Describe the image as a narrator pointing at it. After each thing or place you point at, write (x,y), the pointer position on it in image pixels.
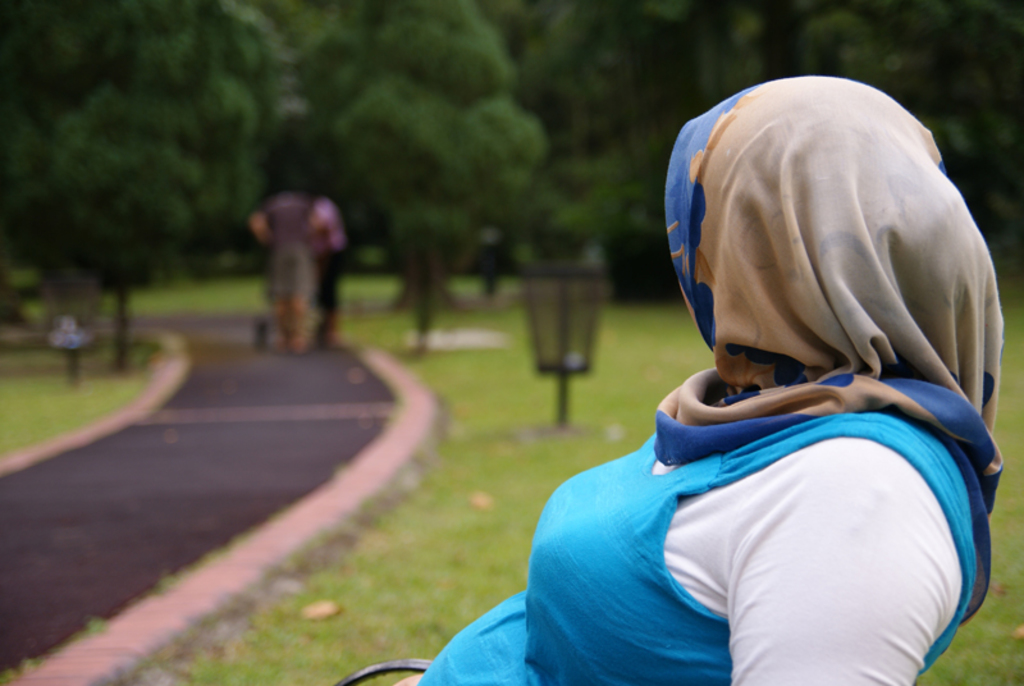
In this picture we can observe a woman (748,506) wearing blue and white color dress (648,561), sitting on the bench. There is a path (177,470). In the background (268,139) there are trees (286,83).
